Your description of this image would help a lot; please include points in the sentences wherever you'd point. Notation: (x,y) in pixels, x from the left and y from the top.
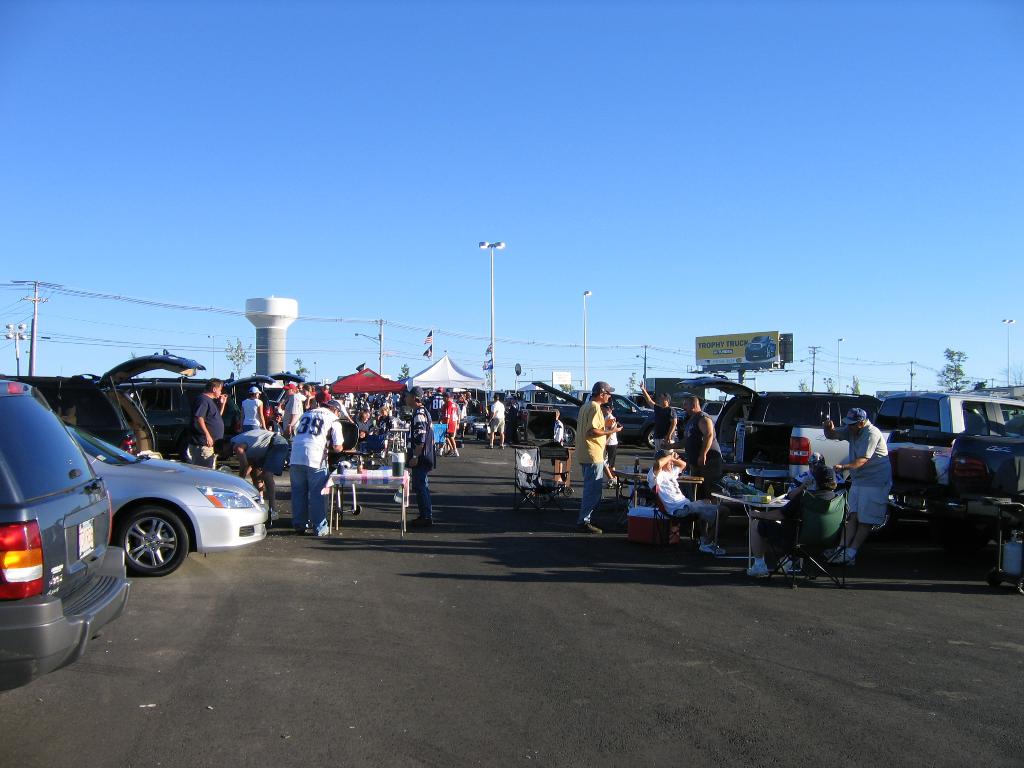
This is an outside view. Here I can see many cars (33,502) on the road (641,596) and there are many people (600,467). Few are sitting and few are standing. Here I can see two tables (735,499) on which few objects (766,501) are placed. In the background (431,369) there are many light poles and tents (436,381). At the top of the image (514,123) I can see the sky (437,180) in blue color.
